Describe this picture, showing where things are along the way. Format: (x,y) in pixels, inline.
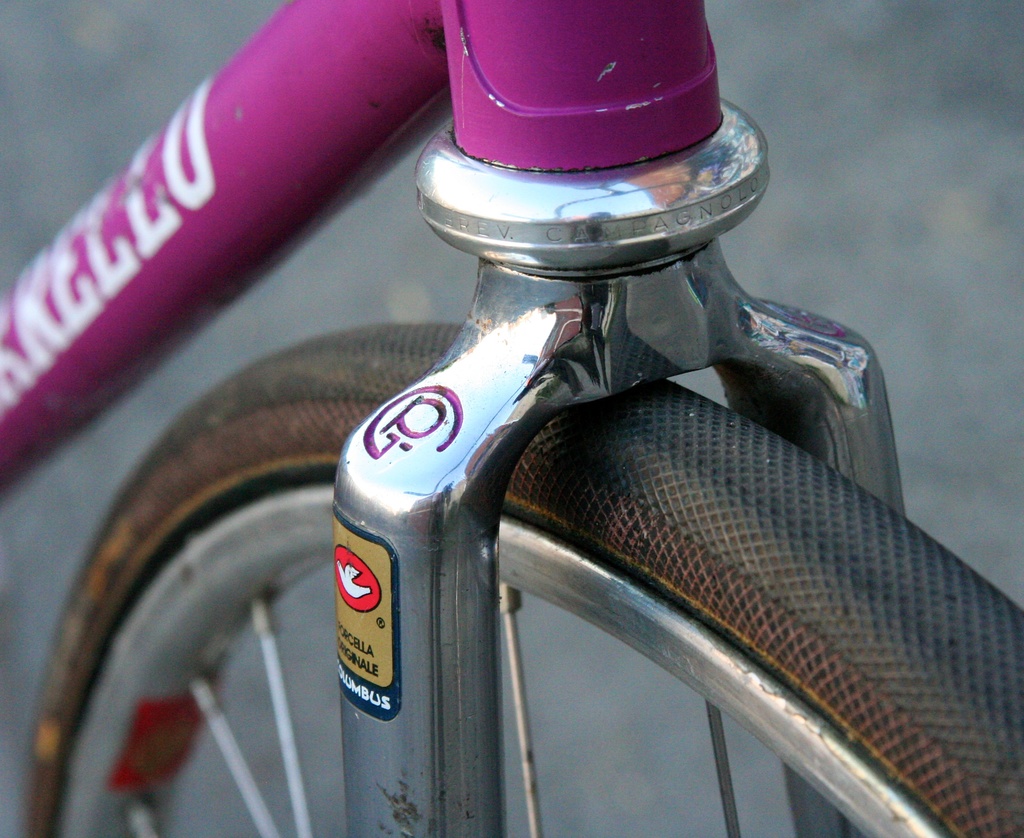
In this picture we can see a bicycle wheel (936,647), rods (382,518) and in the background (47,205) it is blurry.
